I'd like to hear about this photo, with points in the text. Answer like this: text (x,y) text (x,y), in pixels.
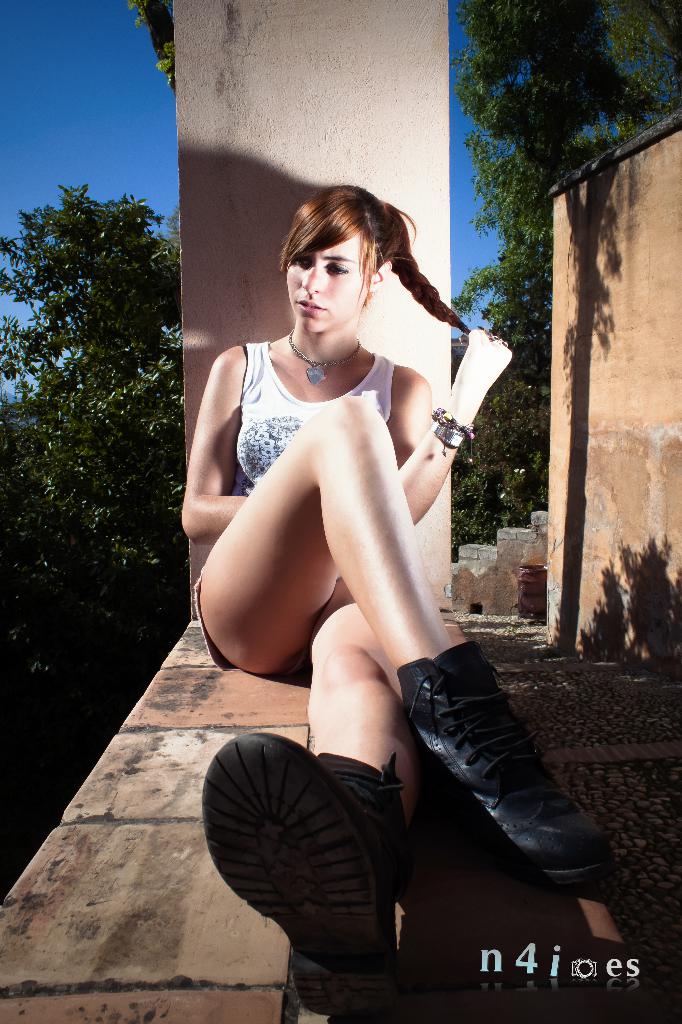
In this image, we can see a girl (263,748) sitting, at the right side (584,385) there is a wall (626,279) and there are some trees (150,407), at the top (75,84) there is a blue color sky (94,135).
